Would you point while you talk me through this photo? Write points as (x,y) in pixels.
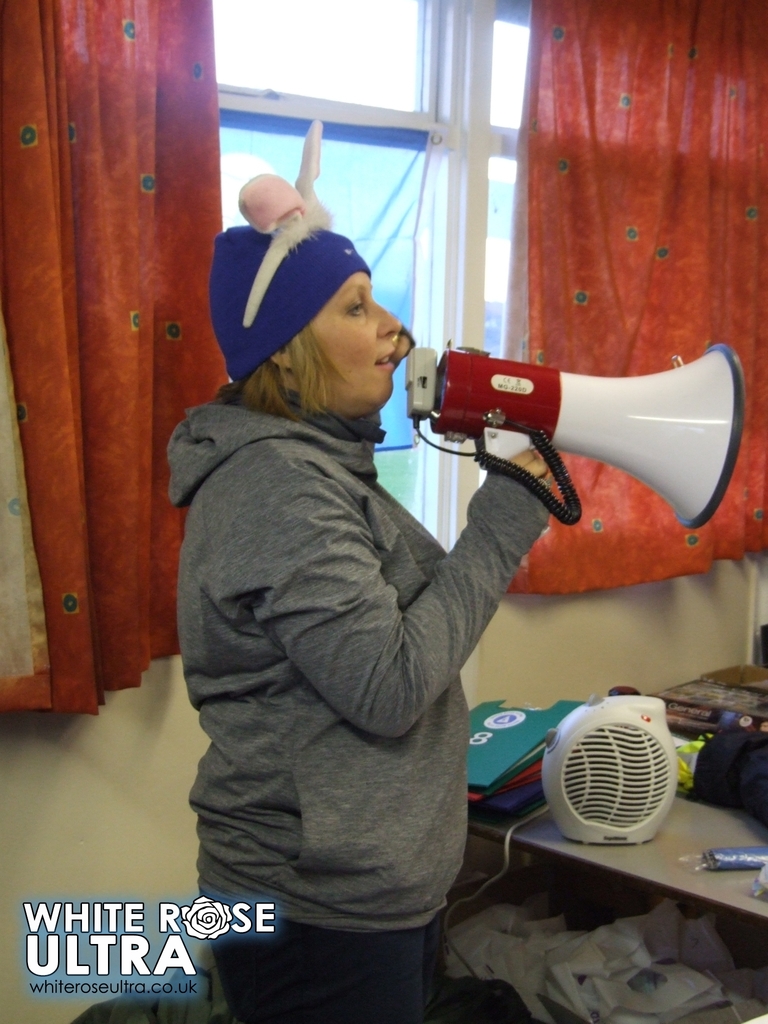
The image is taken in a room (106,877). In the center of the picture (379,396) there is a woman (298,598) wearing a hoodie (323,689) and holding a mike (618,415). On the right (693,843) there is a desk (686,873), on the desk (684,886) there are files (533,750), papers (640,956), fan (635,789) and clothes (735,772). In the background (64,416) there are windows (490,168) and curtain (99,329), below the window (328,122) it is a wall (635,624). On the left (166,946) there is some text (128,958).
